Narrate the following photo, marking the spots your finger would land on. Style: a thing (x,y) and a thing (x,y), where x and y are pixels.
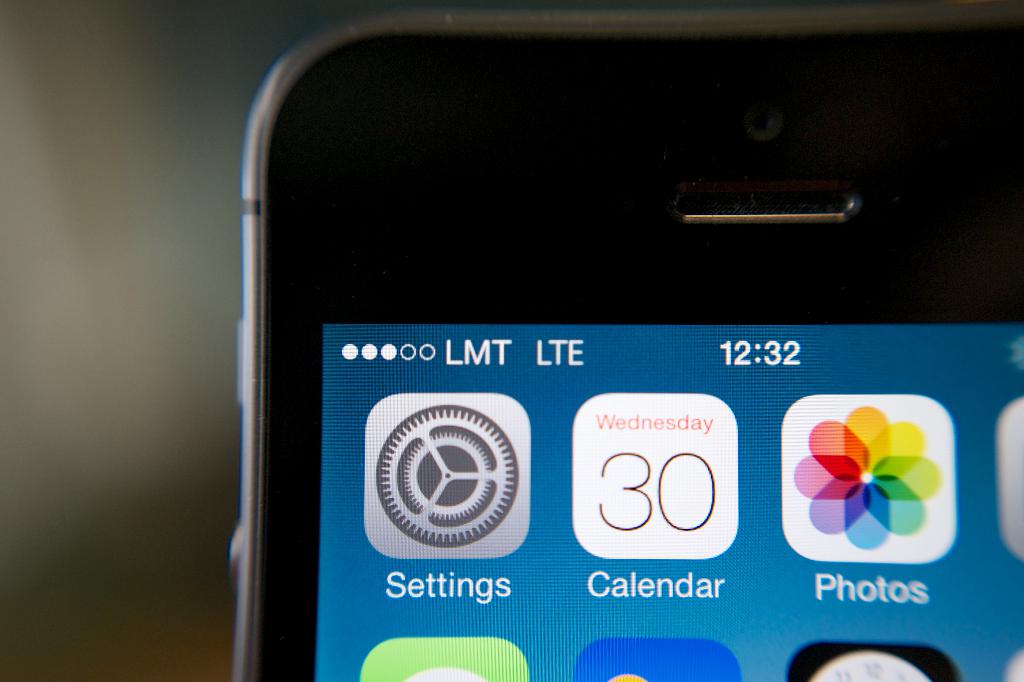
The picture consists of an iPhone (377,320). The background (40,462) is blurred.
